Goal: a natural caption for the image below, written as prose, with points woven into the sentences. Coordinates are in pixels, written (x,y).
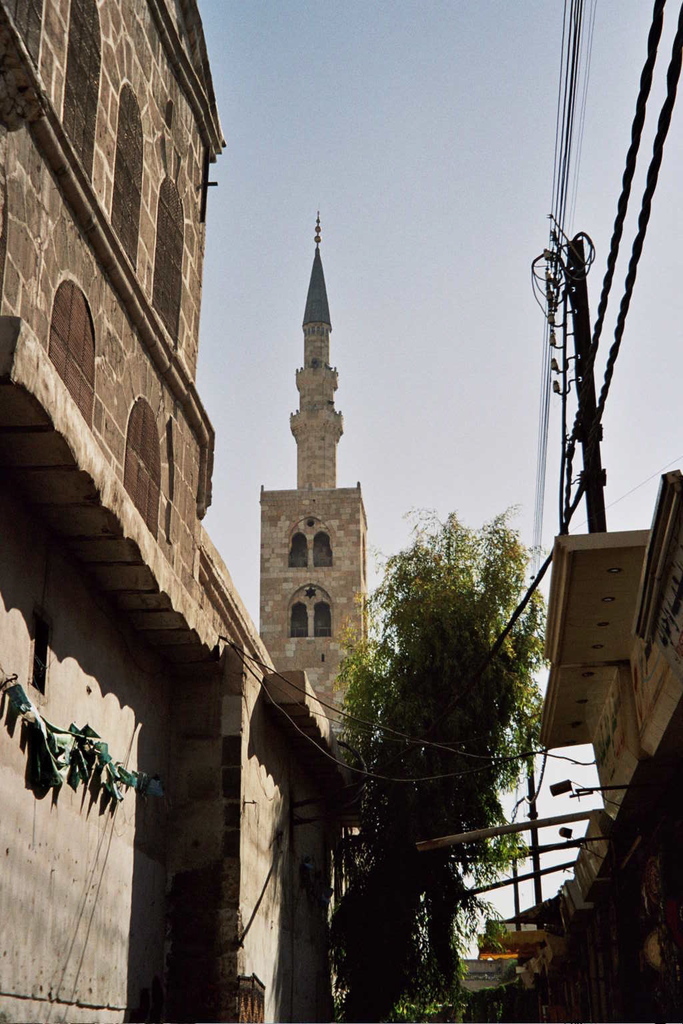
This is the building (287,695). Here is the tree (455,763). This looks like a current pole (575,327) with a current wires (548,306). I think this is the tower (311,553) with a spire (323,287).
